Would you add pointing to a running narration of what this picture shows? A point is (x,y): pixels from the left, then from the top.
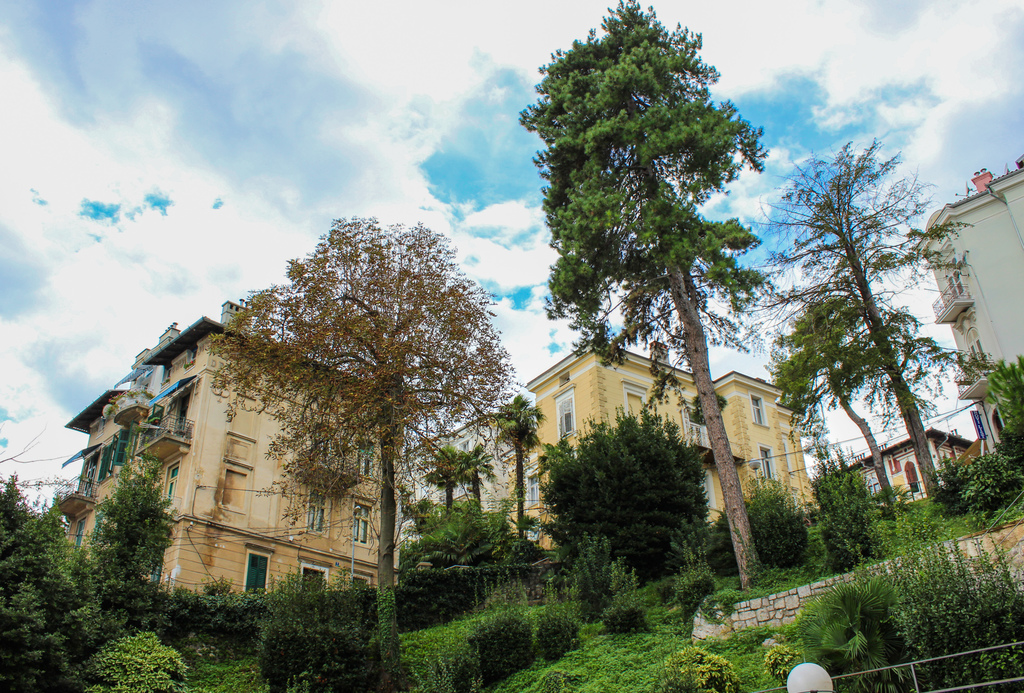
Here we can see plants (589,551), trees (395,513), and buildings (1009,187). In the background (426,34) there is sky (498,240) with clouds (426,34).
